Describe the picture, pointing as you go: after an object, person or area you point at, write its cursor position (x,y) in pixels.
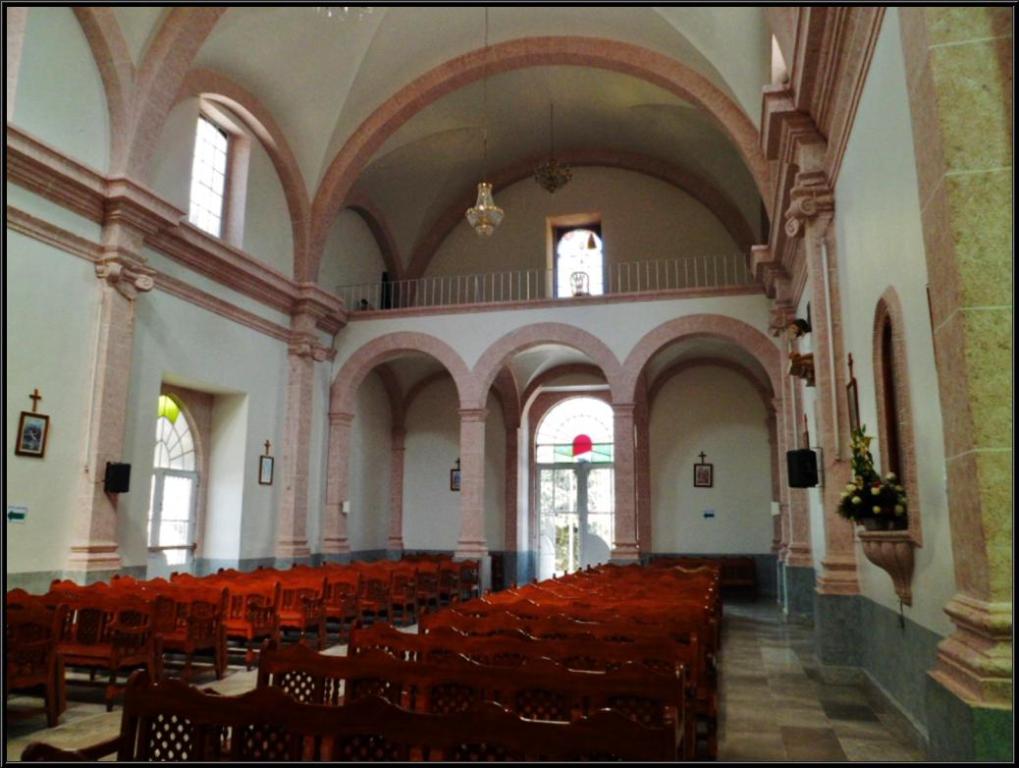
This is the picture of a building (690,427). In this image there are benches (440,632). There are frames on the wall (941,511) and there are speakers (805,466) on the pillars (787,493) and there is a flower vase (896,499) on the wall (931,525). At the top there is a railing (598,287) and there are chandeliers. At the back (605,523) there is a door (587,553). On the left side (175,460) and on the right side of the image (880,321) there are windows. At the bottom (776,714) there is a floor (787,639).
